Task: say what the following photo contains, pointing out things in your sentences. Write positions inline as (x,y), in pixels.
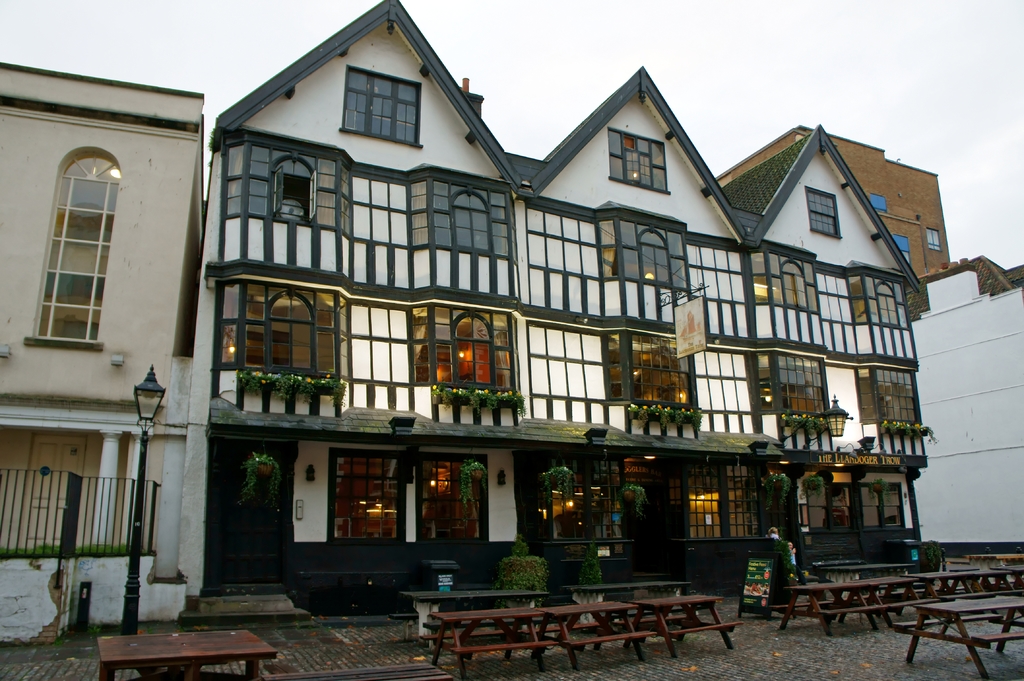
Here in this picture we can see buildings (535,256) and houses (779,291) with number of windows (64,260) present over a place (171,420) and in the front (394,615) we can see number of tables (455,625) and benches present on the ground (757,643) and we can also see some plants (595,567) and bushes (524,573) present and we can see lamp posts (144,413) present and we can see the sky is cloudy.
